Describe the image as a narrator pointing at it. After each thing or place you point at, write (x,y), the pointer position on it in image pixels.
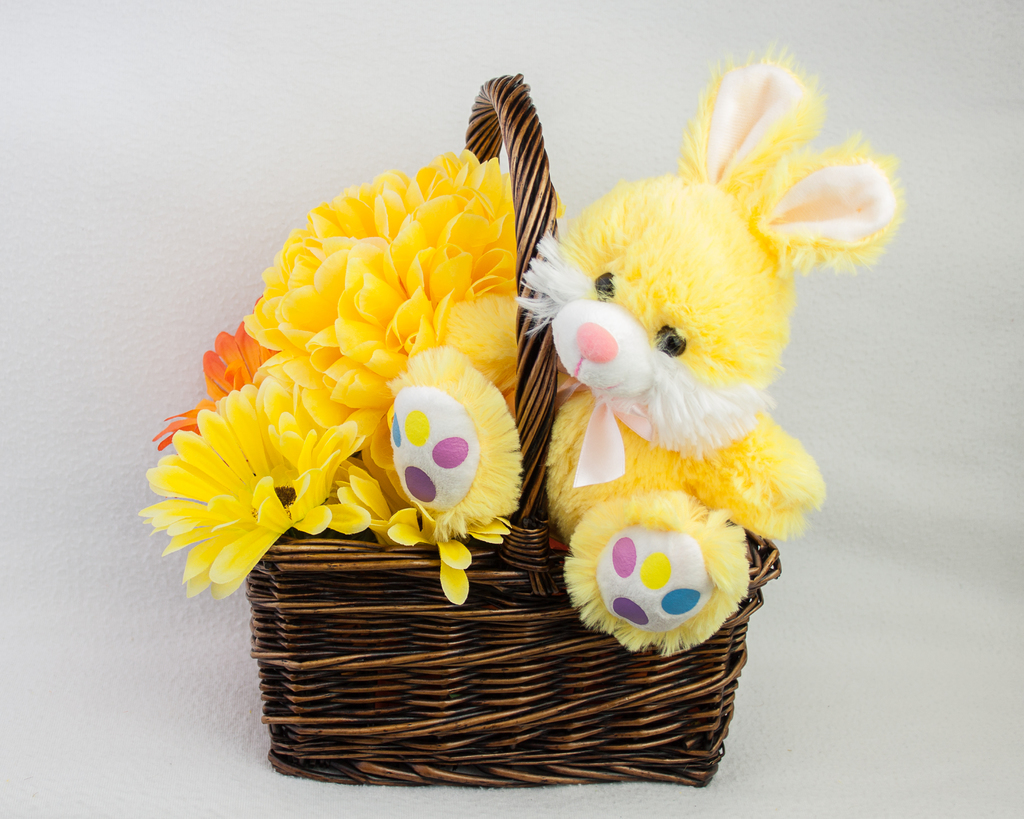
In this image there is a wooden basket (446,682). There are plastic flowers (378,452) and a toy (600,368) in the basket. Behind it there is a wall (758,652).
